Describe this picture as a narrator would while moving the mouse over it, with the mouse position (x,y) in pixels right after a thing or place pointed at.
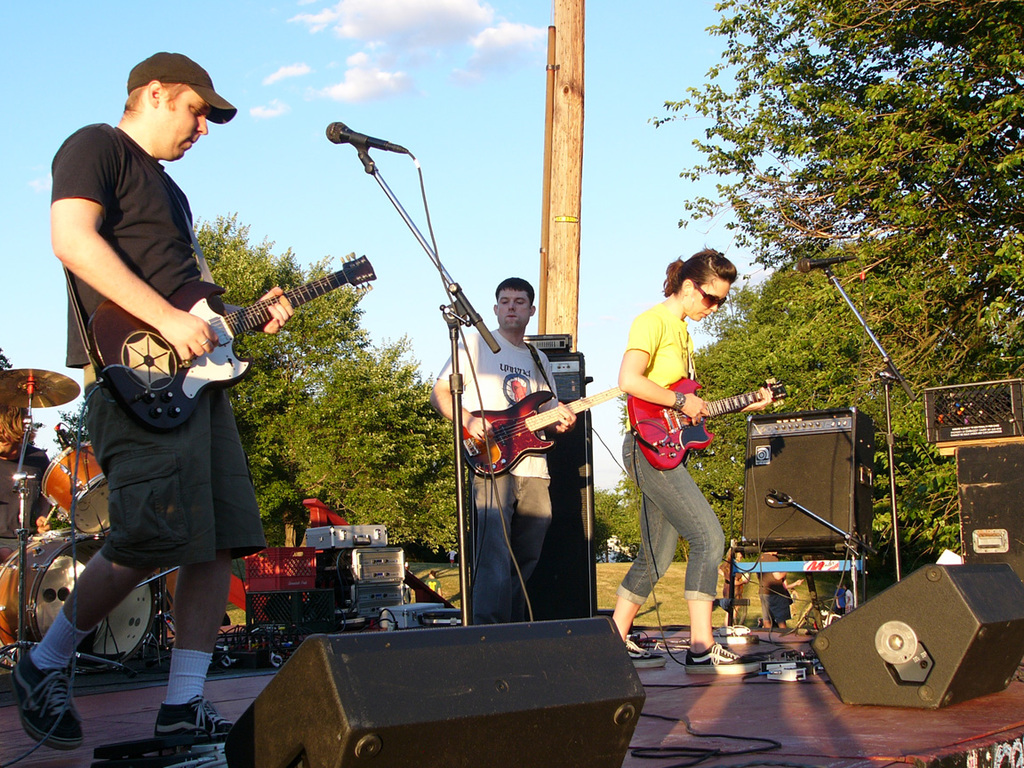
This is a stage (827,682) where three people (91,163) performing a musical band (703,618). There is a person (72,721) standing on the left side (197,113) and he is holding a guitar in his hand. He is another standing in the center (513,290) and he is also holding a guitar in his hand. There is a woman (688,659) who is on the right side (734,664) and she is playing a guitar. In the background (673,105) there is a tree (875,115) and a sky (500,35) with clouds (460,20).
